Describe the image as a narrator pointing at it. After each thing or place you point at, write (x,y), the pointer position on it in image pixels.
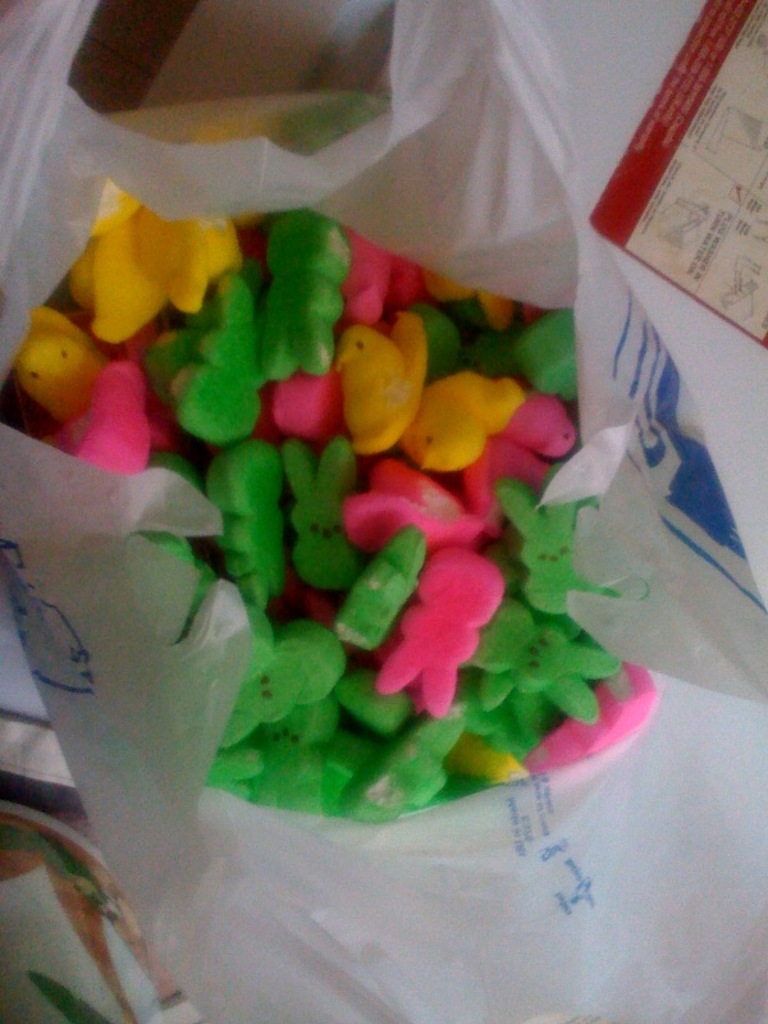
In this Picture we can see a polythene cover (682,548) in which there are multi colors of candies (419,603) in green, yellow and pink in colour.
